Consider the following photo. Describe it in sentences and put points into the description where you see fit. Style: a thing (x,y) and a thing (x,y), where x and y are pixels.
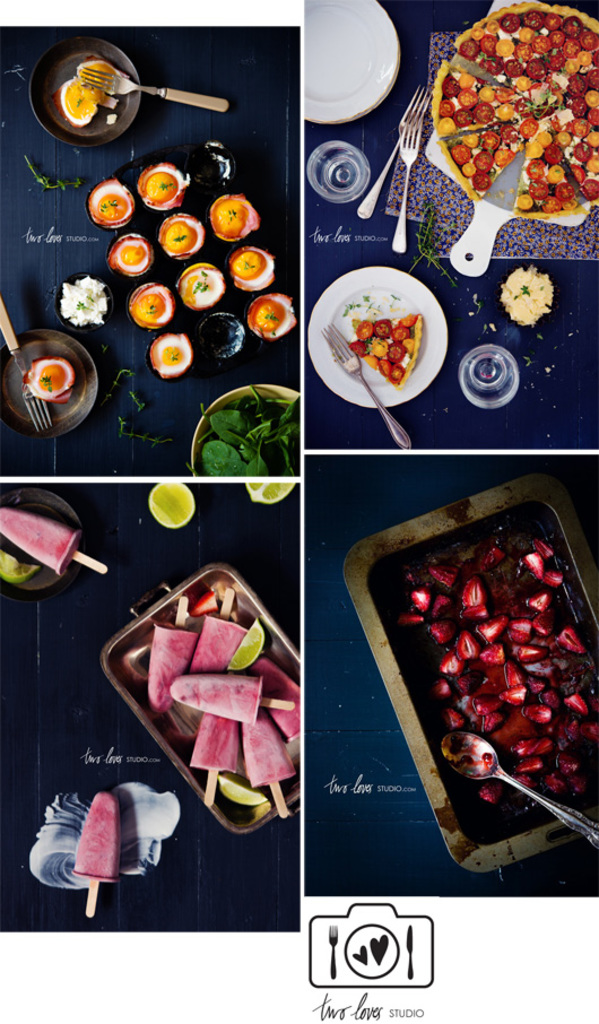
In this image we can see poster (276,399) of some food items (276,399) like ice cream (100,841), pizza (487,111), fruits (260,490) and some other fruit items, there are some forks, pan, tray (523,844) in the poster (157,74).
